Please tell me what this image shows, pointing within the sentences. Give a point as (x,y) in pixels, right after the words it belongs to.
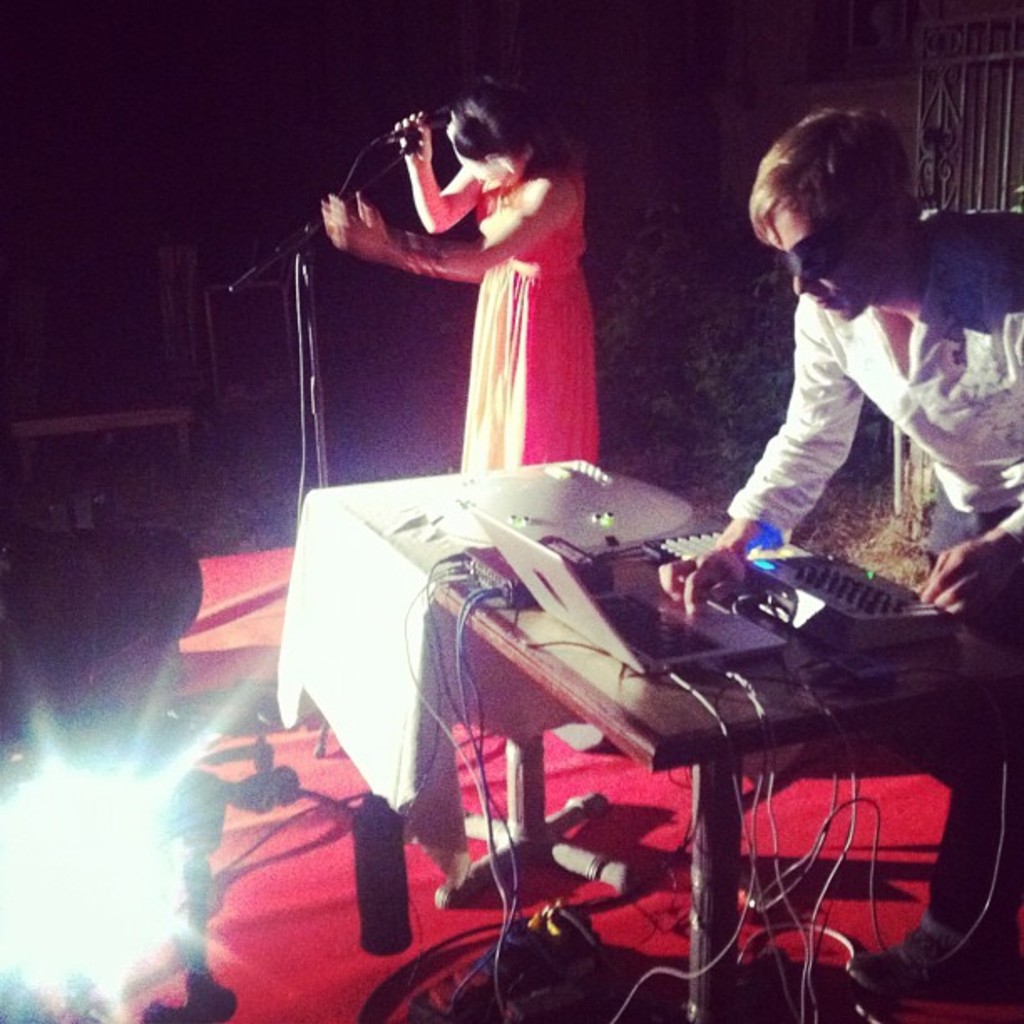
In this image we can see two persons (578,334), one of them is holding a mic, there is a table (603,687), on that there is a laptop (651,618), and some electronic objects (801,590), there are wires (533,650), lights (36,801), there are plants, also we can see the wall (745,161), and the background (654,159) is dark.
